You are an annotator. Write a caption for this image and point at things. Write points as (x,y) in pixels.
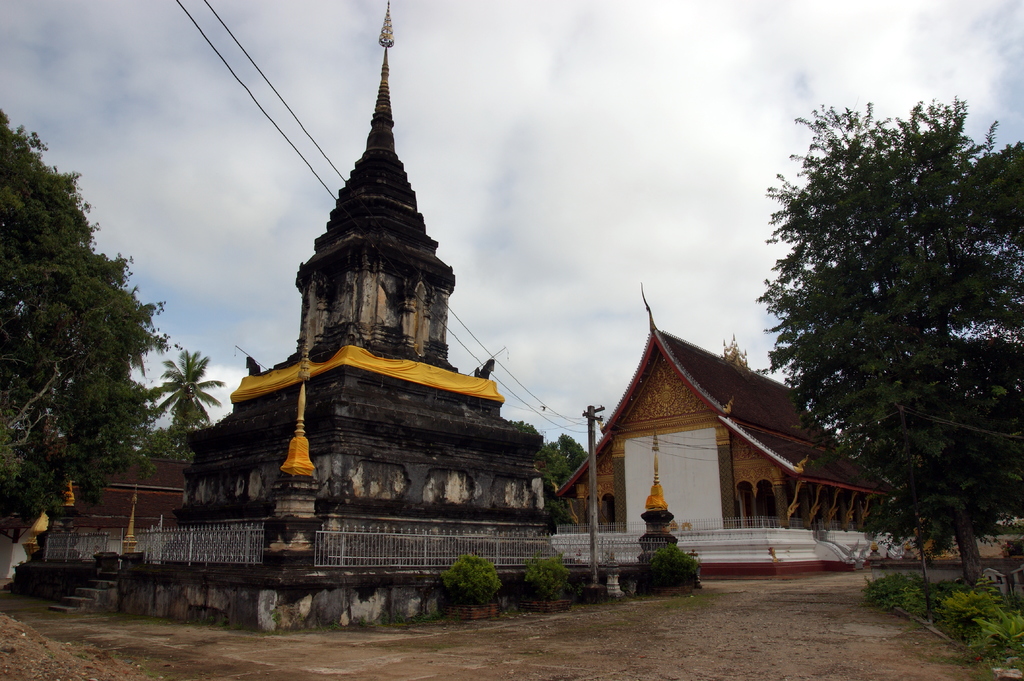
In the picture I can see an architecture buildings (441,461), current poles (592,501), wires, trees (953,349), fence (537,546), steps (66,603) and the cloudy sky (476,247) in the background (712,131).
